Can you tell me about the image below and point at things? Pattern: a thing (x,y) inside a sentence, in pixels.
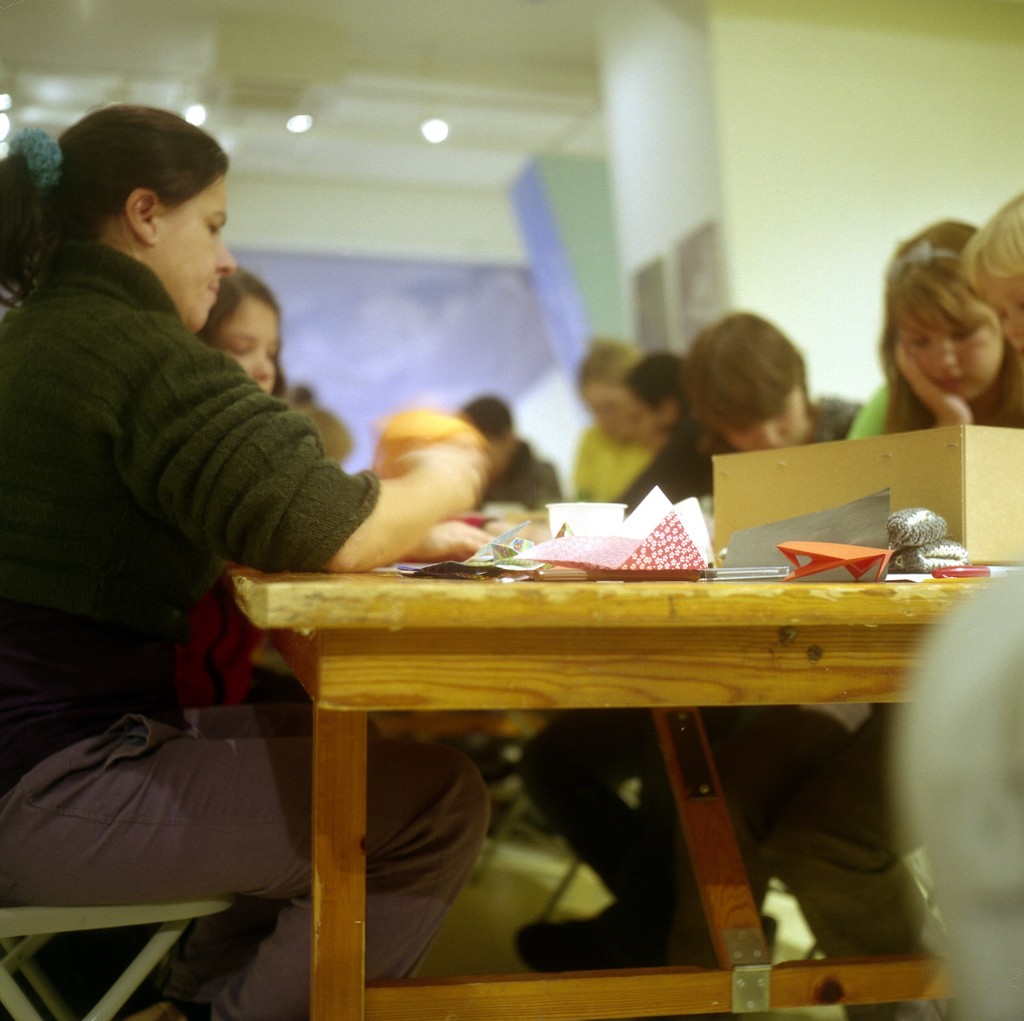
In this image we can see people (681,424) sitting on the chairs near the table (491,608). We can see few things (588,578) placed on the table (891,590).
